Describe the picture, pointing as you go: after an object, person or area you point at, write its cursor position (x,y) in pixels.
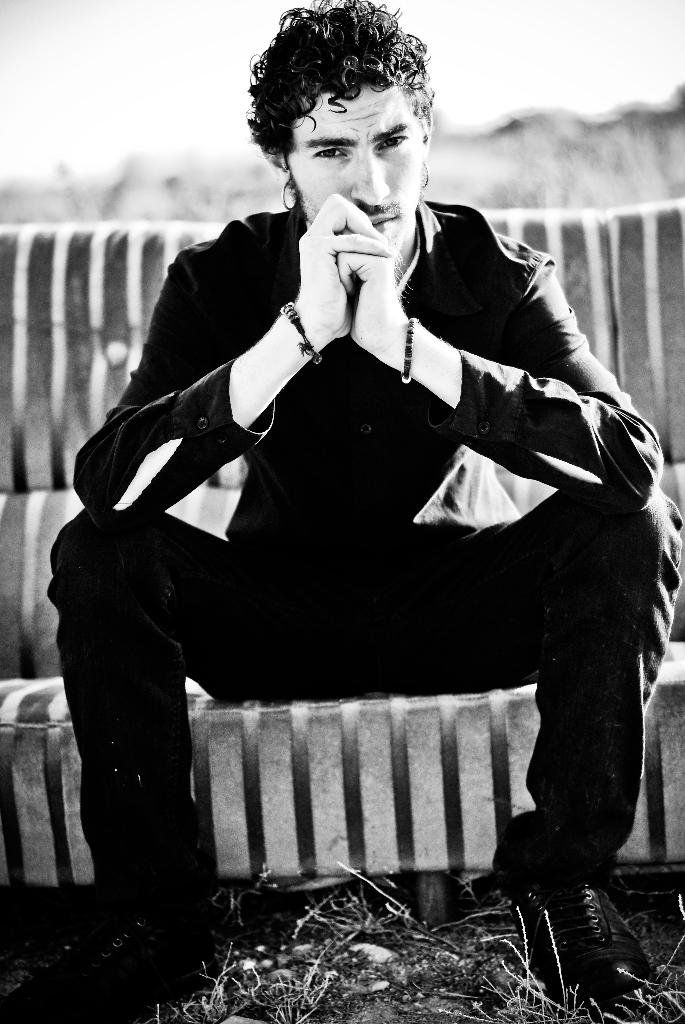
It is the black and white image in which we can see that there is a man (341,375) who is sitting on the sofa (347,700).
